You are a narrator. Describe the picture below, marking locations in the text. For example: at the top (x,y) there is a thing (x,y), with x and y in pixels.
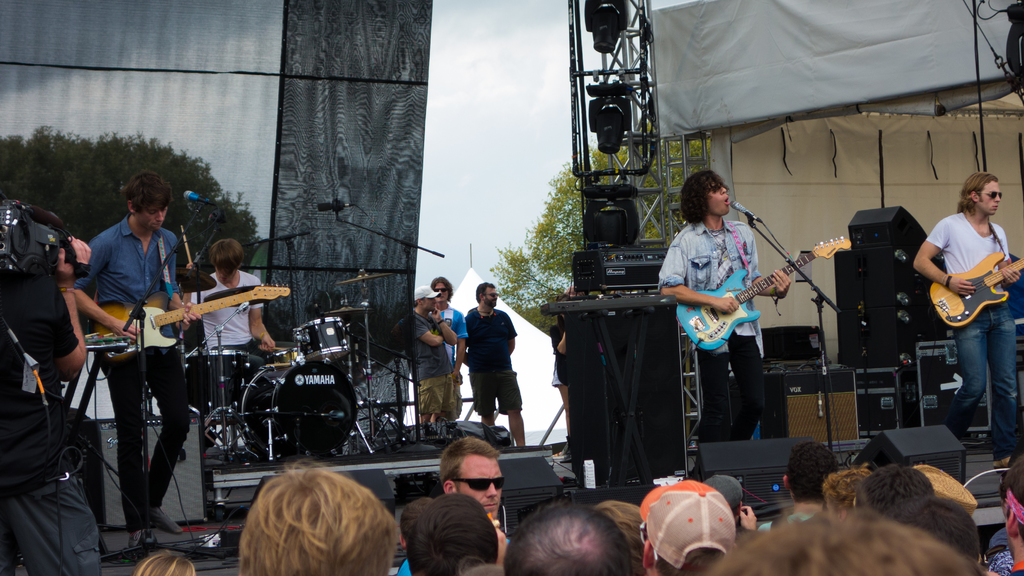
In this image there are group of people (456,471) few people (715,264) are playing the musical instruments (287,387). At the back side (571,238) there is a tree (564,275).
